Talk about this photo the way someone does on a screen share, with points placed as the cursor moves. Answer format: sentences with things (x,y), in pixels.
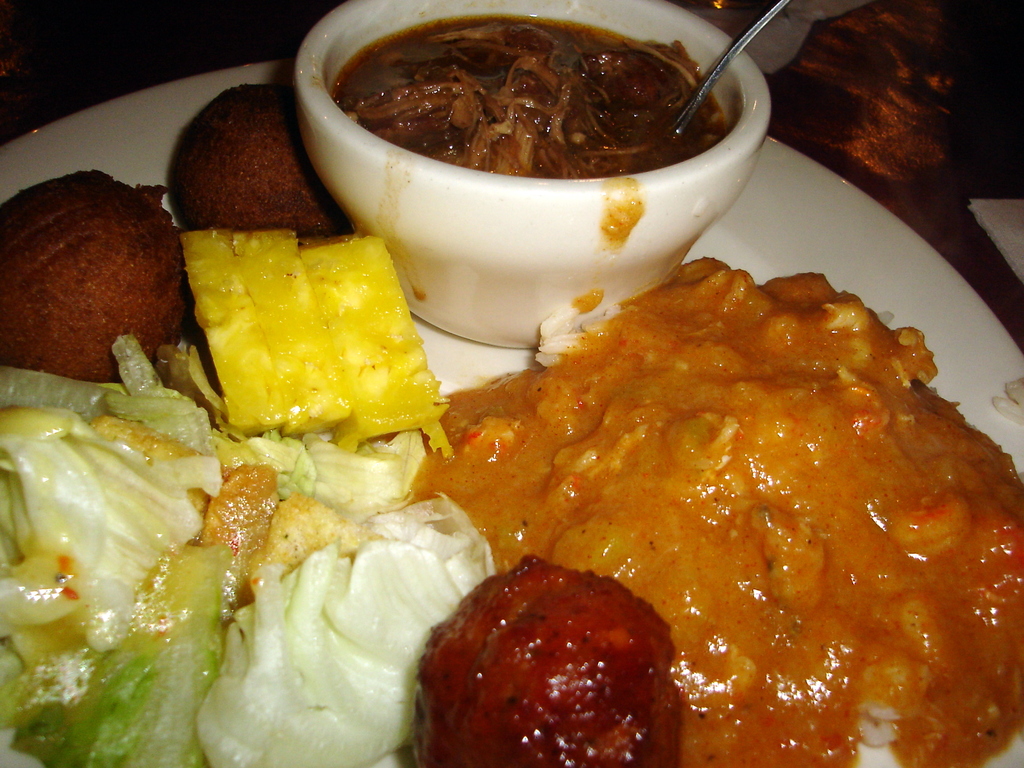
In this picture we can see a plate (964,333) in the front (923,348), there is some food (785,445) and a bowl (536,237) present in the plate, we can see a spoon (710,73) and soup (675,102) present in the bowl (757,83).
